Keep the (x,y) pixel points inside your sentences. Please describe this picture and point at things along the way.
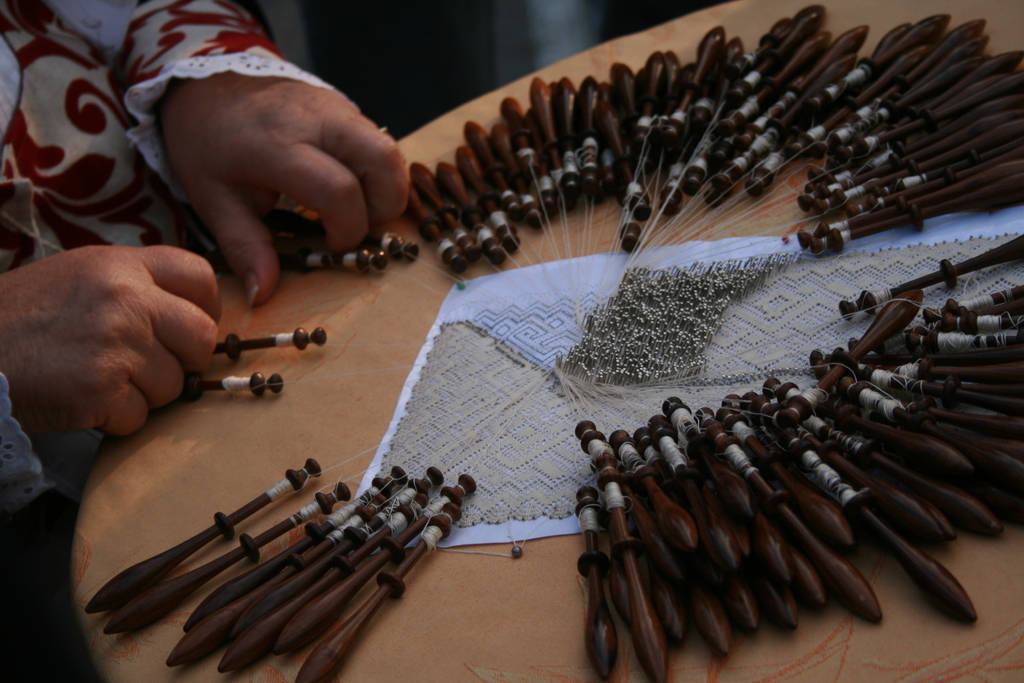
In this image there is a person (150,230) truncated towards the left of the image (115,130), there is a table (324,312) truncated towards the bottom of the image (494,639), there are objects (795,405) on the table (412,279), there is a cloth (539,395) on the table (535,663), there are objects (941,97) truncated towards the right of the image (952,129), there is a cloth (834,268) truncated towards the right of the image (988,227).
